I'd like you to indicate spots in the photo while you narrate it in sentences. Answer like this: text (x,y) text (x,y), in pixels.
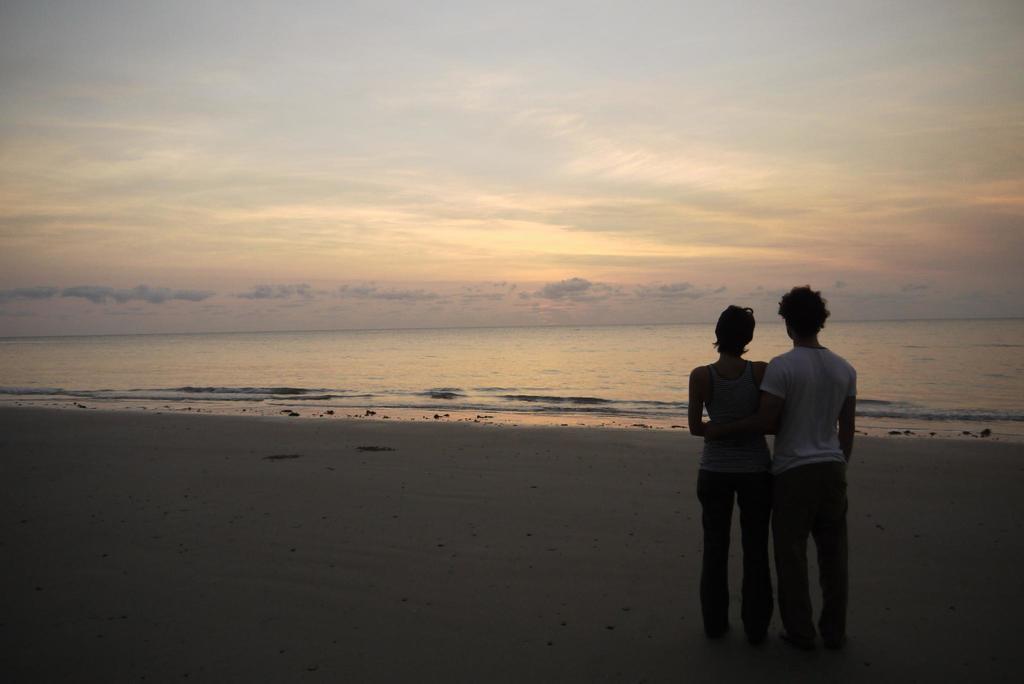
In this image in the front (766,483) there are persons (766,495) standing. In the center (455,371) there is an ocean (488,352) and the sky (565,218) is cloudy.
